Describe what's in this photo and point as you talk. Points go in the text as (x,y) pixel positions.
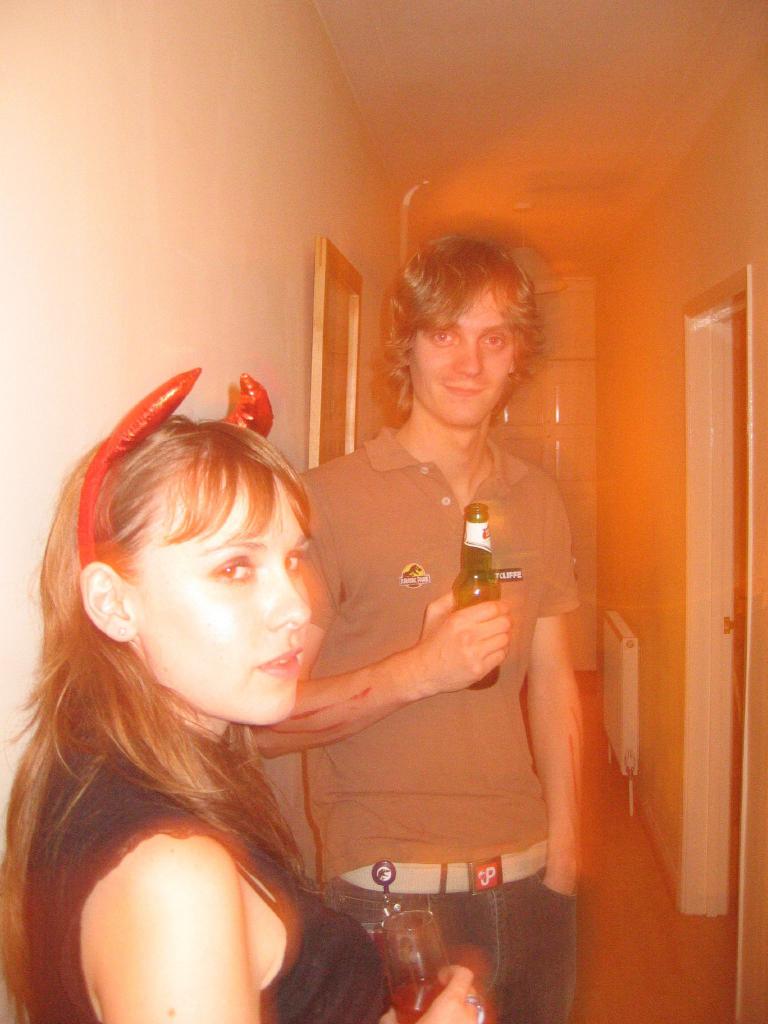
In the front of the image (281,546) there are two people (352,496). A man (431,505) is holding a bottle (471,563) and a woman (172,652) is holding a glass (439,950). In the background of the image (749,538) there are walls (669,261), picture (321,272) and objects (594,361). Picture (347,314) is on the wall (208,250).
